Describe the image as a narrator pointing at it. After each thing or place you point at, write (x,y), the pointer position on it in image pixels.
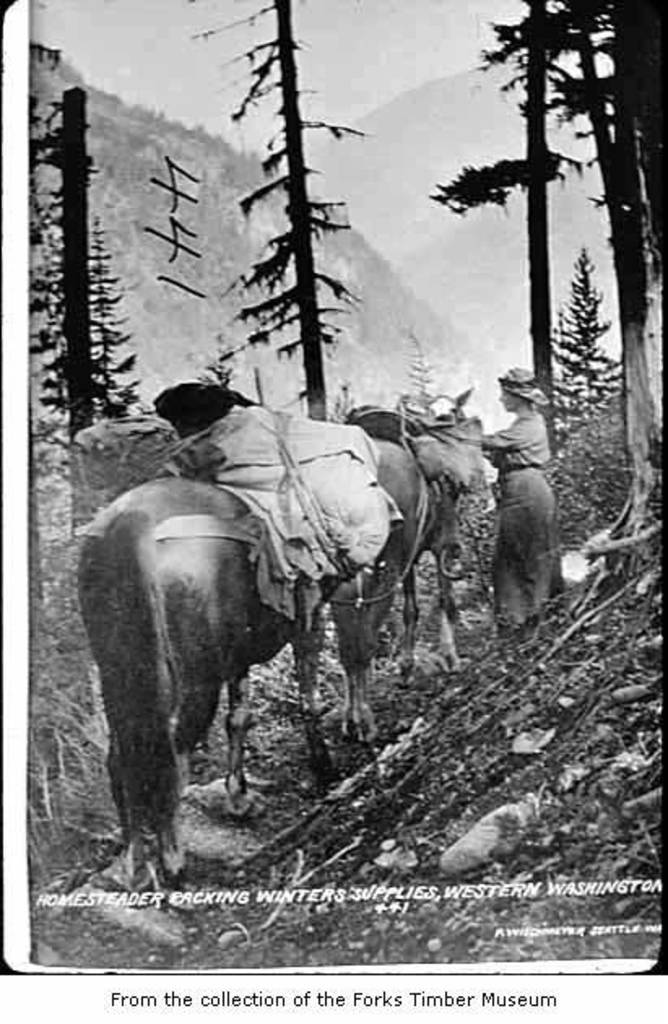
In this image I can see few animals (298,656) and I can see the person (528,451) standing. In the background (304,191) I can see few trees (640,312) and the image is in black and white.
